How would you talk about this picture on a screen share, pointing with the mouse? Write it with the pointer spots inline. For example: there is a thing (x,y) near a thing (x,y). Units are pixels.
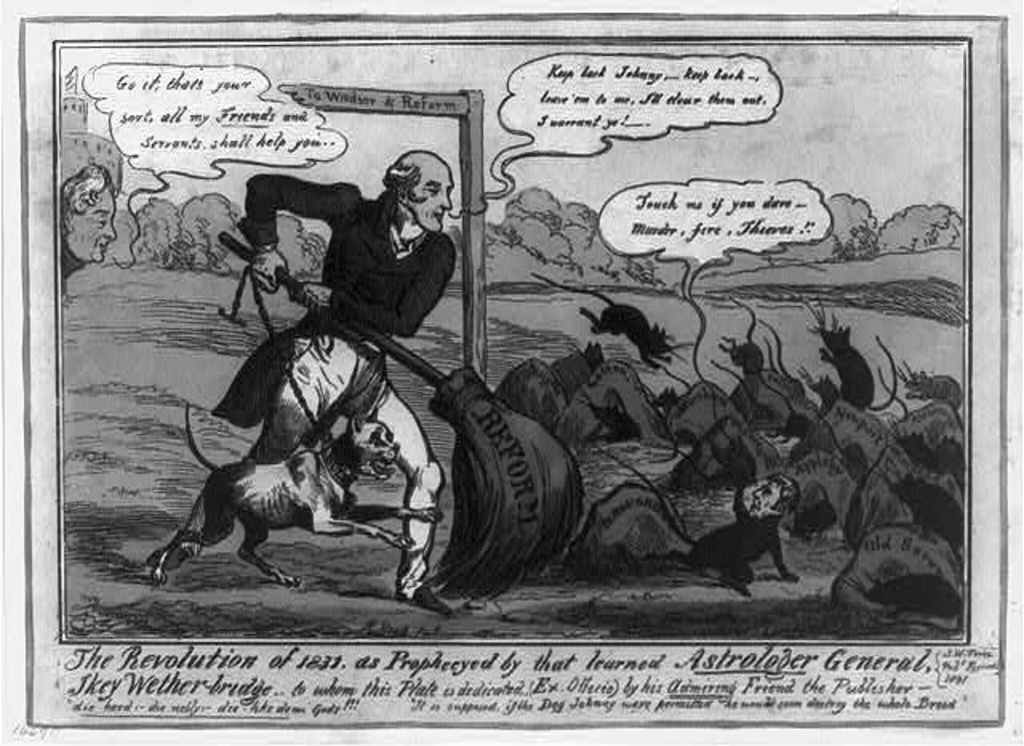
In this image I see a paper (135,393) on which I see 2 persons (320,214) and I see that this man (254,197) is holding a broomstick (450,421) and holding a rope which is tied to a dog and I see few more animals (843,345) and I see words (362,104) written. In the background (763,167) I see the sky (404,122) and I see that this is a black and white image.
